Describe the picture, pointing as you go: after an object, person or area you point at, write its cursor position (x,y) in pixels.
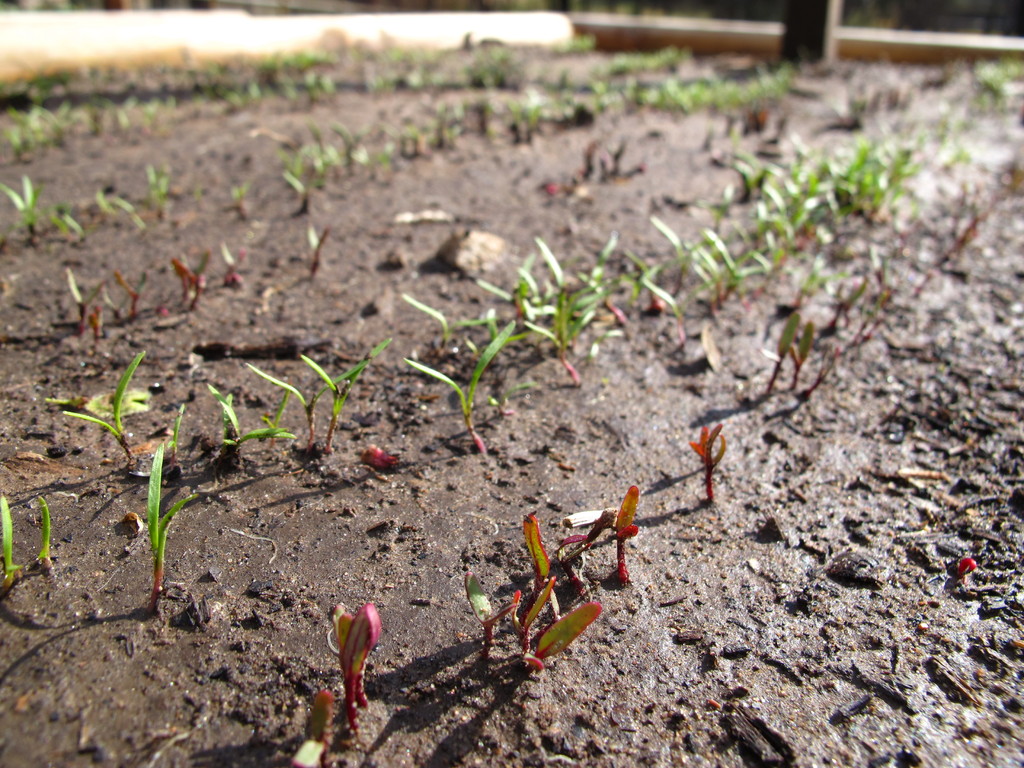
This image consists of mud (488,464). In that there are small sprouts (654,289) of plants (537,332). They are in green color.
